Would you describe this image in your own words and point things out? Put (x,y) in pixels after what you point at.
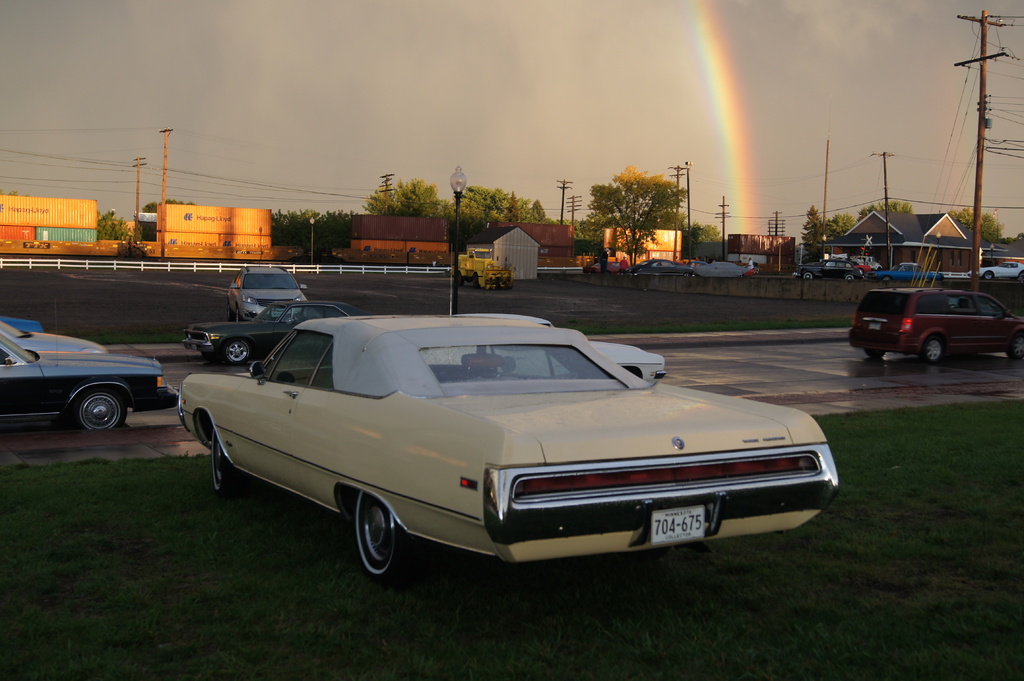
In this image, in the middle (626,453), we can see a cream color car (601,422) which is placed on the grass (527,632). On the right side (971,315), we can see a car (1006,332) which is moving on the road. On the left side (85,351), we can see few vehicles (109,368) which are moving on the road (130,430). In the background (138,250), we can see a car (300,309), street lights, houses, buildings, boxes (667,232), electrical wires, electrical pole (677,223), trees (482,215), vehicles (475,275). At the top (594,51), we can see a sky (584,51) and a rainbow (721,64). At the bottom (988,565), we can see a grass (987,585) and a land (658,325).
